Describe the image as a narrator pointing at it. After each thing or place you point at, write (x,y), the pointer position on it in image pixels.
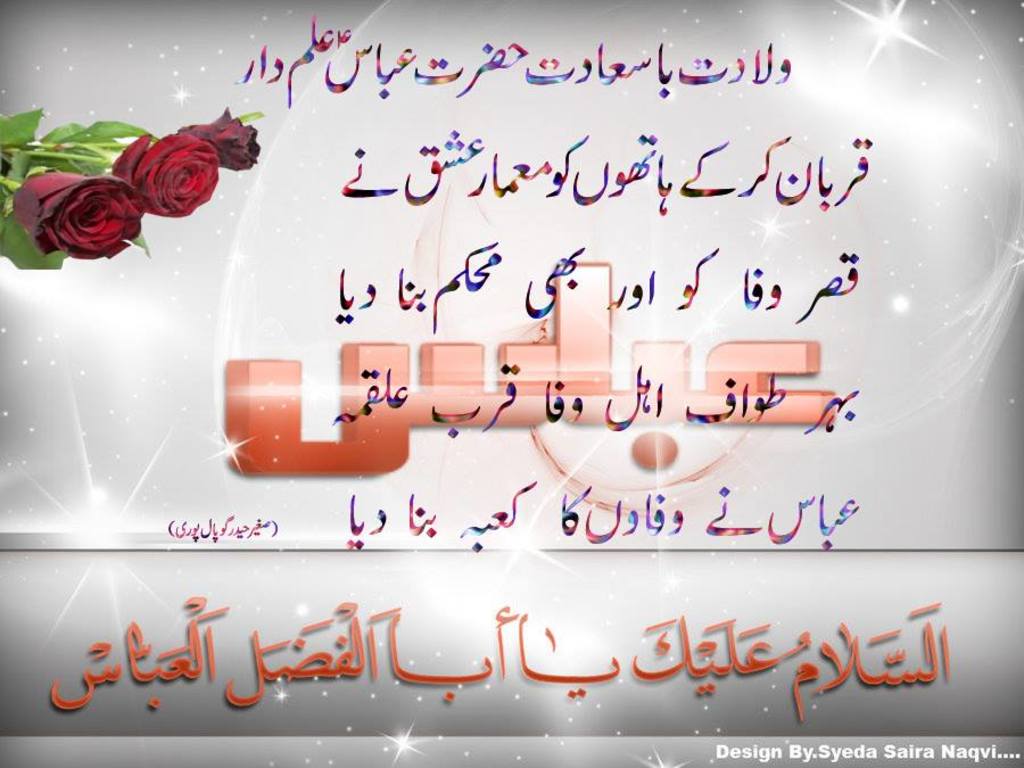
This image consists of a poster (643,675). It looks like an edited image. In which we can see the text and rose flowers (100,213).
